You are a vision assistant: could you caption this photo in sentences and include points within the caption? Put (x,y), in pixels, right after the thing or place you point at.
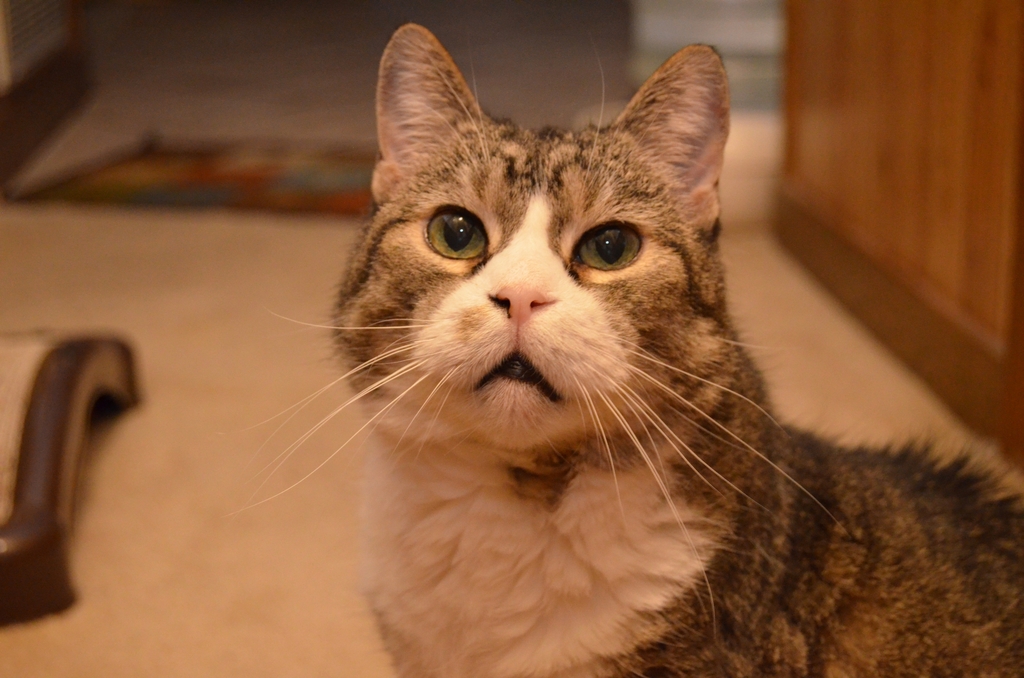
In the picture I can see a cat (613,444) is standing on the floor (215,438). The background of the image (856,322) is blurred.
